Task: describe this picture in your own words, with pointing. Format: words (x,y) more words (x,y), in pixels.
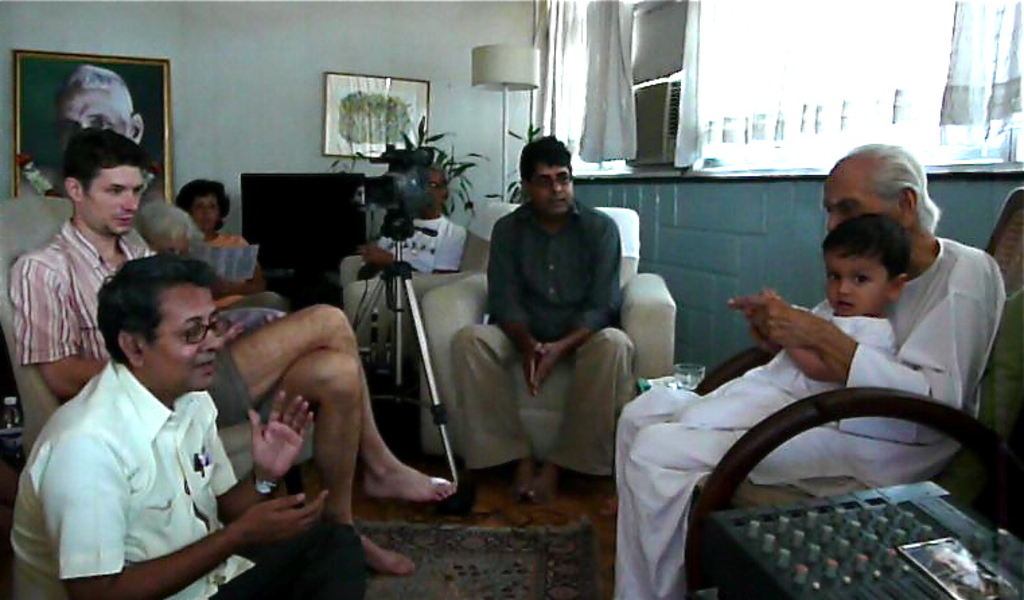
In this picture I can see there are few people (332,501) sitting and on to right (706,446) this person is holding a boy (824,385) and there is a camera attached to a stand (418,314) and in the backdrop (374,61) there is a wall (462,65), there are photo frames (341,141) placed on the wall (248,146).
